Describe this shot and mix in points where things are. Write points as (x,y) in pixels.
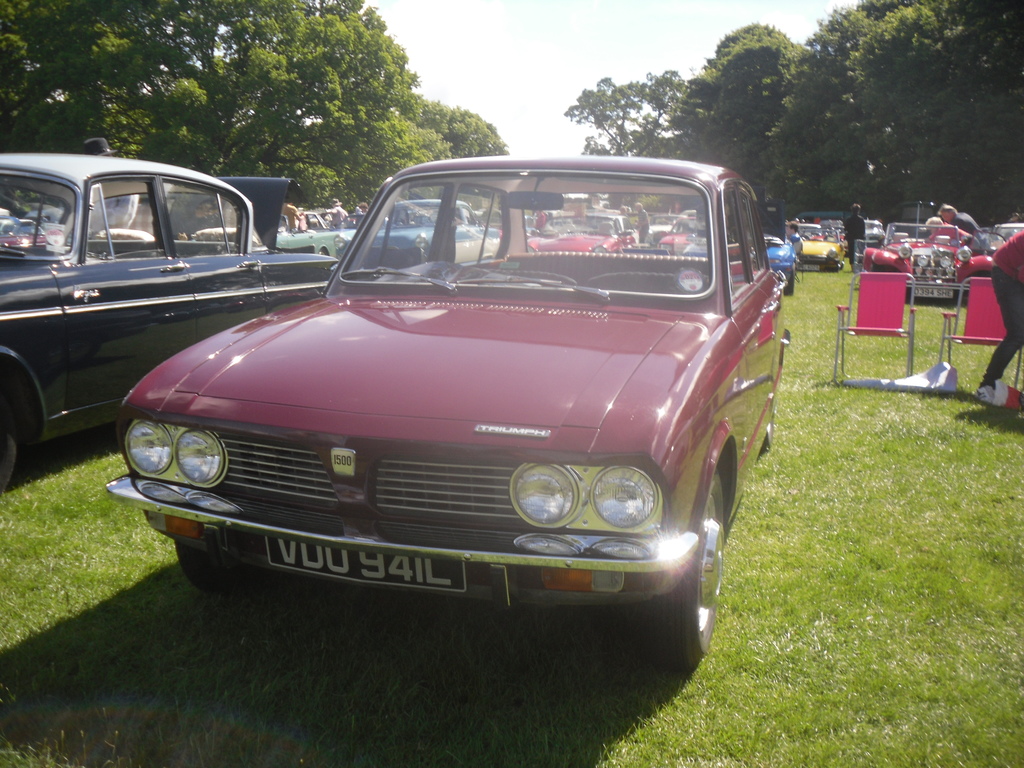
In this picture there is a red color car (628,419) which is on the ground (590,649). On the left (83,190) we can see blue color car (180,190). On the right (1022,251) there is a man (1023,289) who is wearing a red t-shirt (1016,262), trouser (1008,295) and shoe (982,400). He is standing near to the chair (971,335). On the background (300,213) we can see many people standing near to the cars (957,263). On the top right (831,142) we can see many trees (925,149). On the top (553,36) we can see sky (604,10) and clouds (562,16).
